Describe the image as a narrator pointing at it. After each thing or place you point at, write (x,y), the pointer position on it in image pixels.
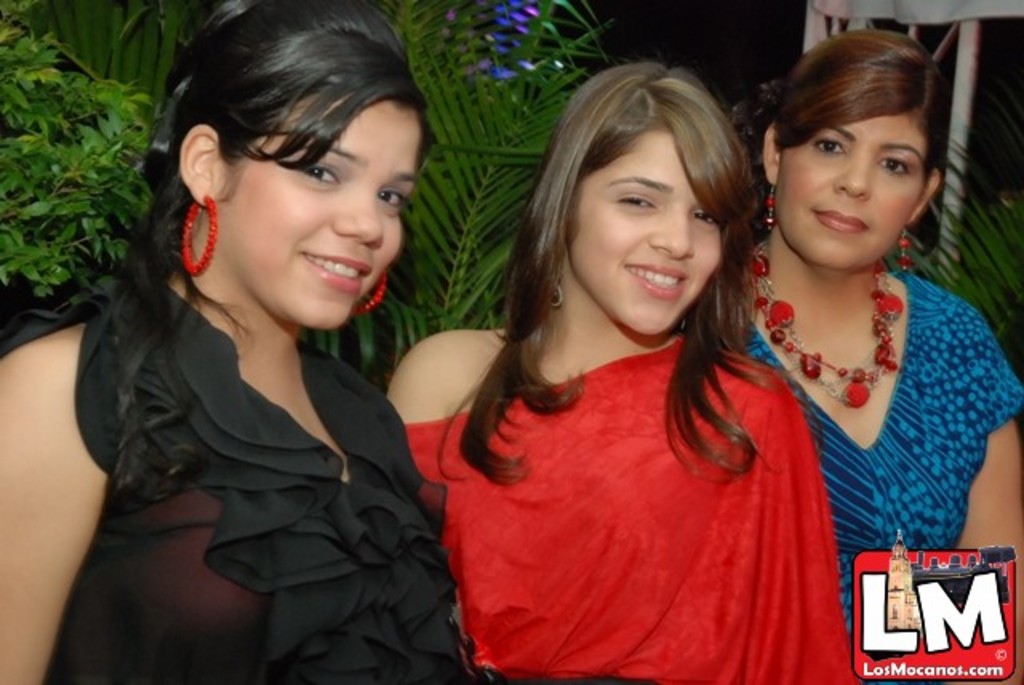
In this image I can see a woman (284,455) wearing black dress (269,523), a woman (568,492) wearing red dress (590,478) and another woman (872,445) blue dress (907,483). In the background (460,265) I can see few trees (491,236), a white colored object (834,9) and the dark sky (715,47).
